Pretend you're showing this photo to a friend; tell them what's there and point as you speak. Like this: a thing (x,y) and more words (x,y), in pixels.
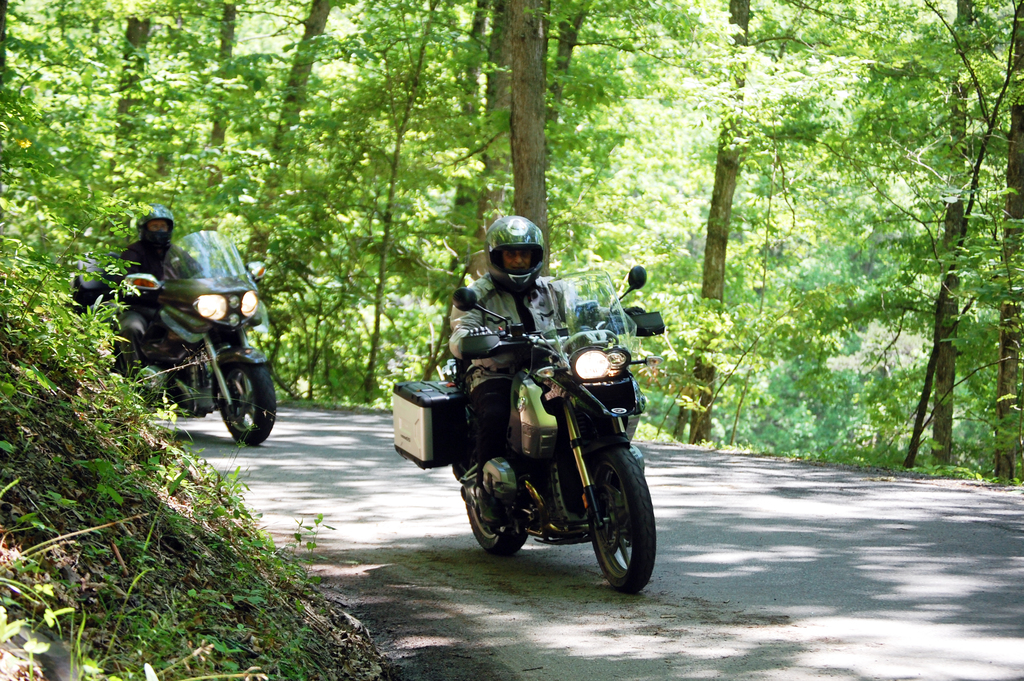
In this image we can see two persons (516,265) wearing helmets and jackets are riding motorbikes (519,406) on the road (834,655). Here we can see plants (158,607) and the trees (951,10) in the background (174,7).
